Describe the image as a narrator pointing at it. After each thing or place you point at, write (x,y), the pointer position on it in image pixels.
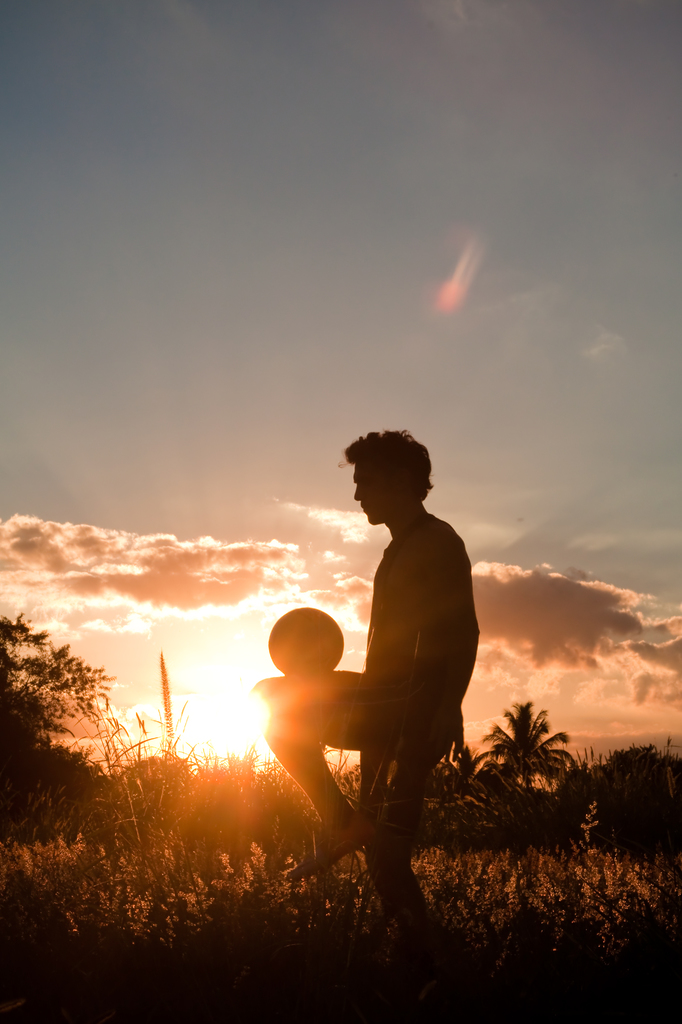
In this image I can see a person (437,643) wearing dress (417,680) and shoe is standing on the ground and I can see a ball (326,657) over here. In the background (269,615) I can see few plants (176,864), few trees (29,756), the sky (190,713) and the sun (222,690).
